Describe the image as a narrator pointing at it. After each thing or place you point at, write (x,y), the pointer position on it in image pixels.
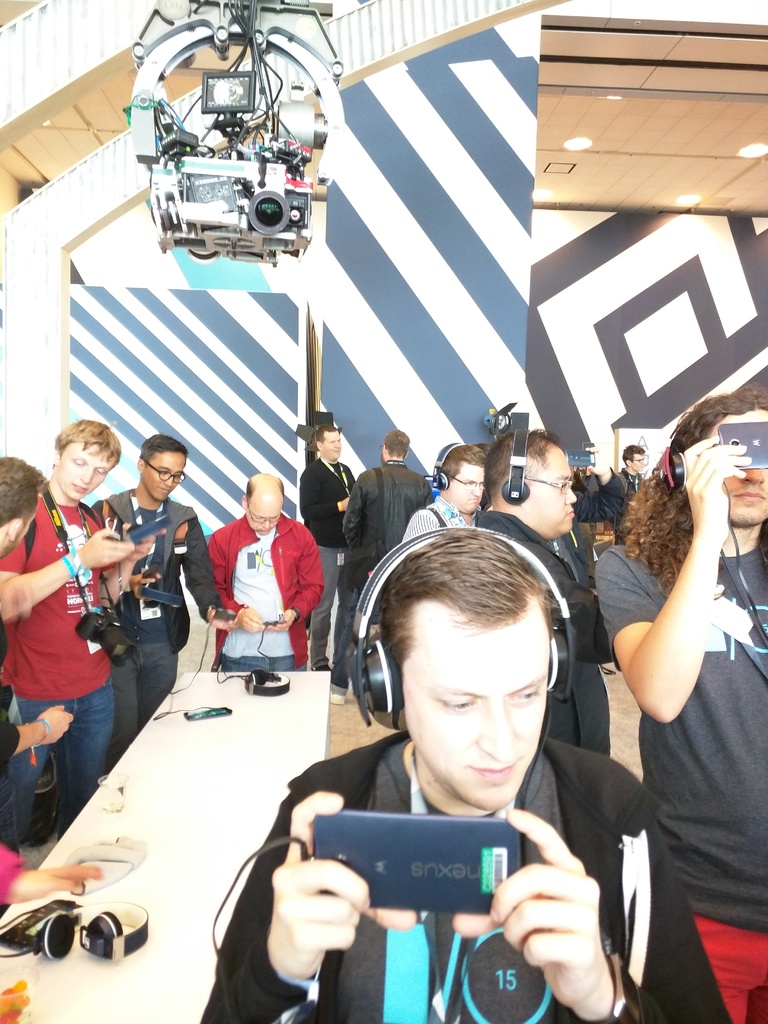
In this image there are group of people (516,561) who are standing and they are wearing headsets (393,682) and in the center (297,680) there is one table (136,977). On the table (264,705) there are some headsets (139,927) and mobile phone (217,714) is there. On the top (234,103) there is one camera (234,181) and wall (377,188) is there and ceiling (591,137) and on the ceiling (629,135) there are some lights (579,148).
